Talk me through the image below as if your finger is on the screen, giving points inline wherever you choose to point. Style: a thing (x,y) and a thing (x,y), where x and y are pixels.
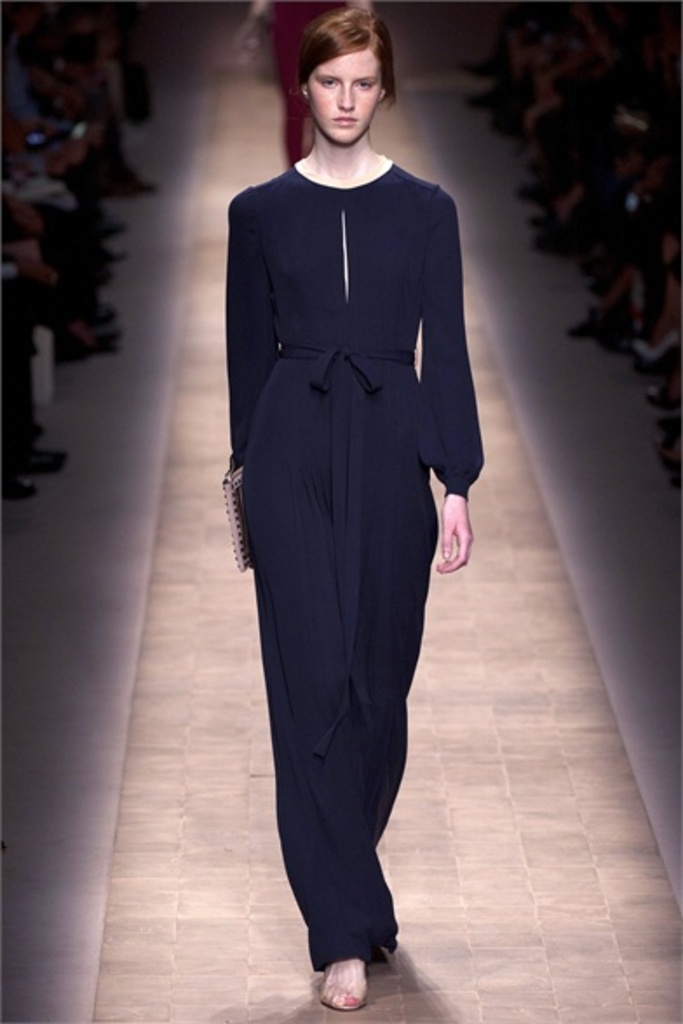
In this image we can see a woman (325,367) walking. In the background (294,80) we can also see the other woman (286,53). We can see the people (19,250) sitting.
